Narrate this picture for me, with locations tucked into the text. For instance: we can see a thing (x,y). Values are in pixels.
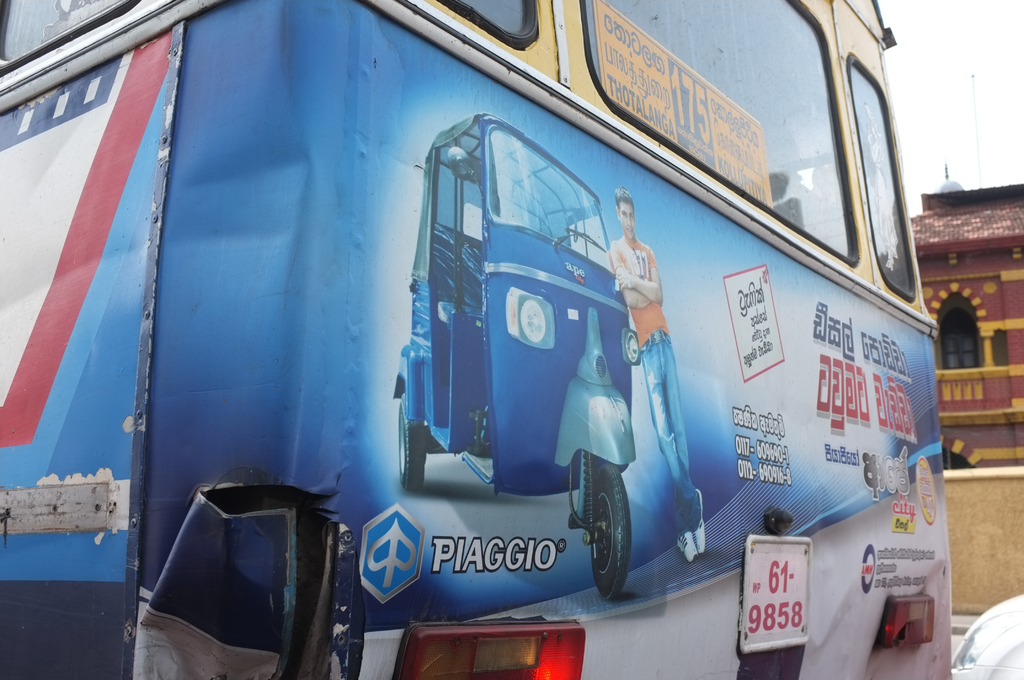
In this picture there is a bus (289,150). Back side of the bus (642,227) i can see the posters (805,482). In that there is a man (682,508) who is standing beside the auto (601,376). Beside that i can see many quotations (889,461). At the bottom (756,565) there is a side light (561,656) and number plate (786,635). On the right (959,268) i can see the building (1006,360). In the top right corner (1004,89) there is a sky (954,121).
